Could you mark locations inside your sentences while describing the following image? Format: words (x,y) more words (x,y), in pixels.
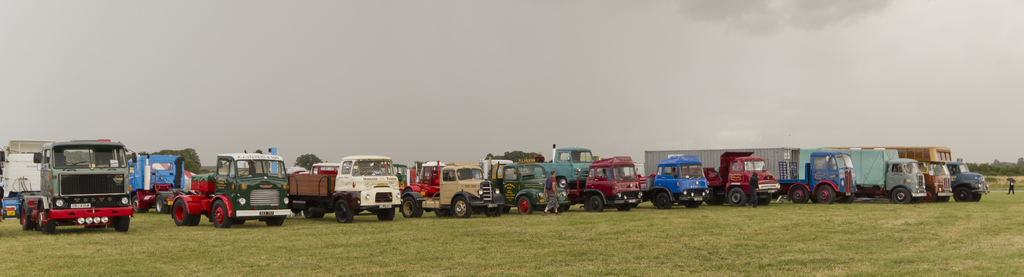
There are vehicles (368,186) on the grassy land (496,216) as we can see at the bottom of this image (514,186) and there are trees (195,160) in the background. The sky (482,100) is at the top of this image (429,56).
